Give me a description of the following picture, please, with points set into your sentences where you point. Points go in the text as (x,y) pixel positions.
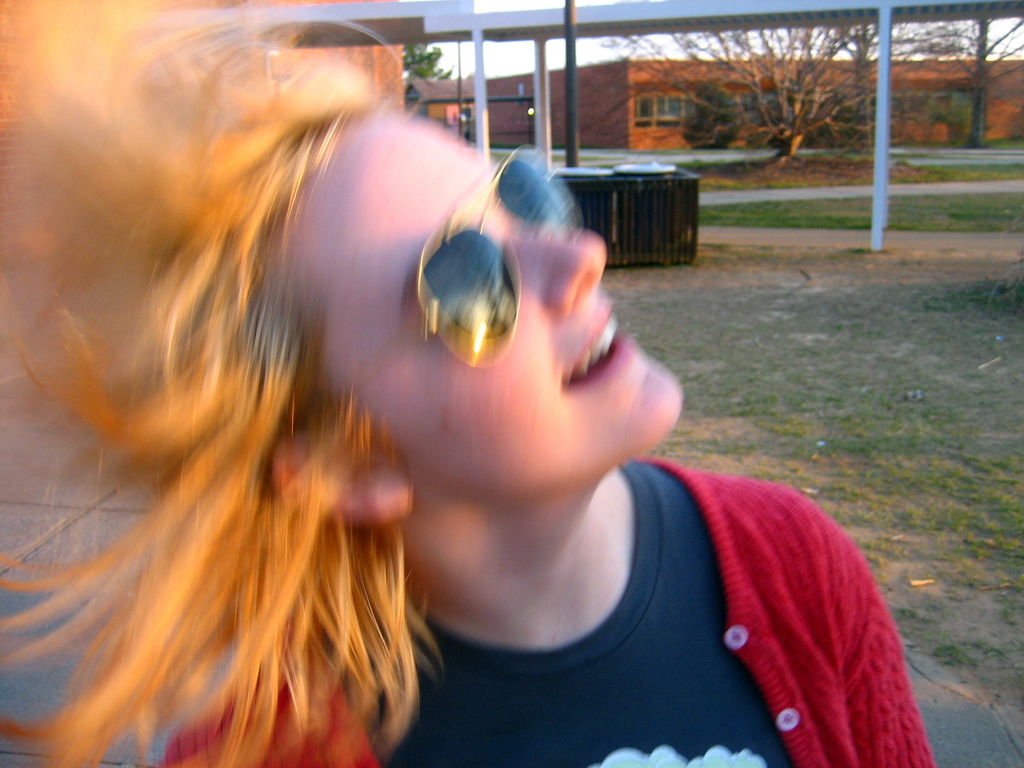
Here I can see a woman (689,637) wearing a red color jacket (747,618), goggles (507,267) and looking at the upwards. On the right side (888,372), I can see the grass (939,386) on the ground (811,370). In the background (673,66) there is a shed (505,29), building (716,82) and few trees (979,85). Under the shed (707,28) there is a trash bin (655,221) placed on the ground (686,304).
